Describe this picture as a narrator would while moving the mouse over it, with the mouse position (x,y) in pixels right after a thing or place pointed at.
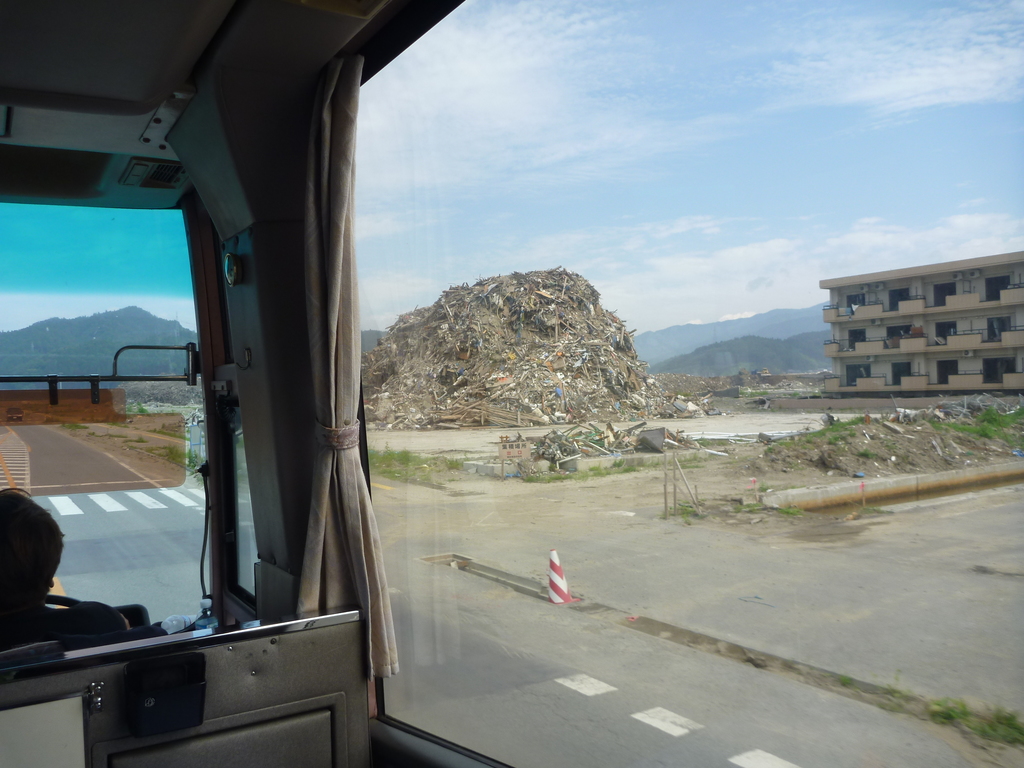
Here we can see a person (93,615) inside a vehicle (245,651). There are glasses (399,543) and a curtain (315,213). From the glass (426,489) we can see road (601,758), traffic cone (551,552), trash (878,422), building (929,301), and mountain (696,364). In the background (867,139) there is sky (705,198).
